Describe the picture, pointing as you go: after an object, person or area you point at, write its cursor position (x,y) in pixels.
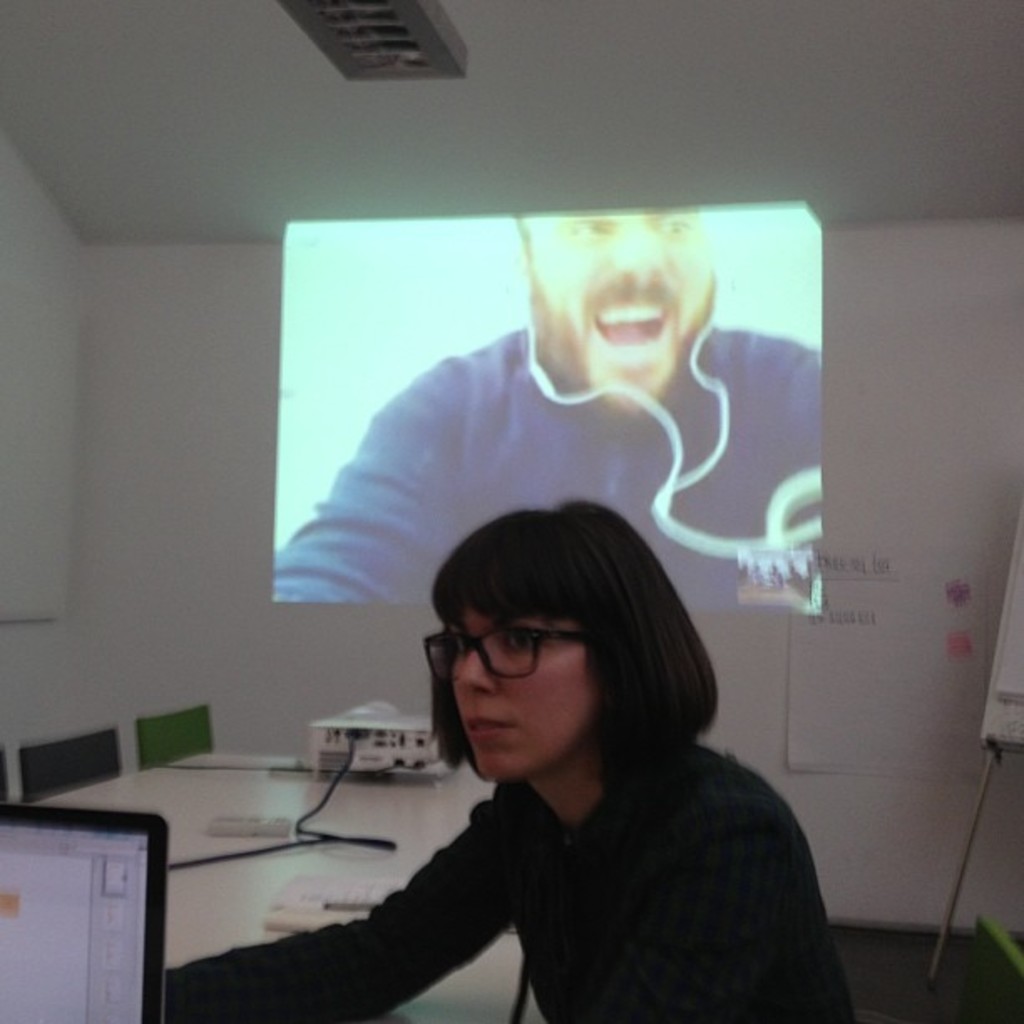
A woman (558,518) is looking at the left side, she wore spectacles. In the middle (683,531) it is a projected image (626,412), in that a man (658,347) is there, he wore ear phones (679,437).
